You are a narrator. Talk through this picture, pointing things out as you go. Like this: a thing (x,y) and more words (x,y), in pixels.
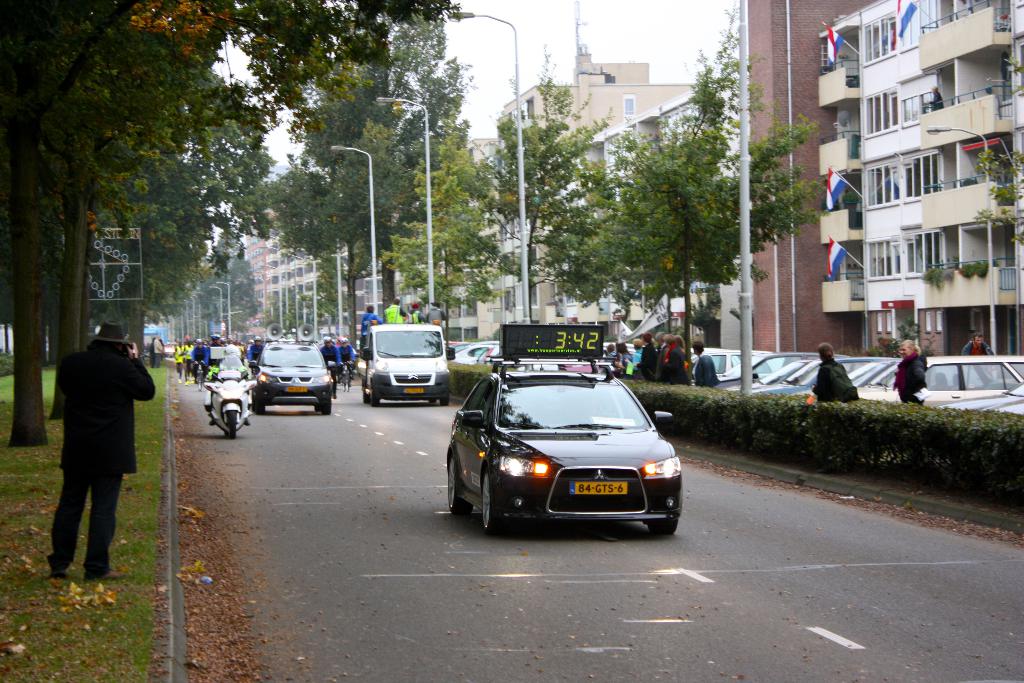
In this picture we can see some vehicles (519,442) traveling on the road (352,412), on the right side (977,368) there are some cars (1007,374) parked, we can see some people (351,371) riding bicycles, on the right side (752,280) there are buildings (784,265), trees (530,221), poles (522,221), lights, flags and shrubs (864,435), at the left bottom (16,464) there is grass (57,437), we can see a person (79,521) standing here, there is the sky (488,60) at the top of the picture (502,64).
